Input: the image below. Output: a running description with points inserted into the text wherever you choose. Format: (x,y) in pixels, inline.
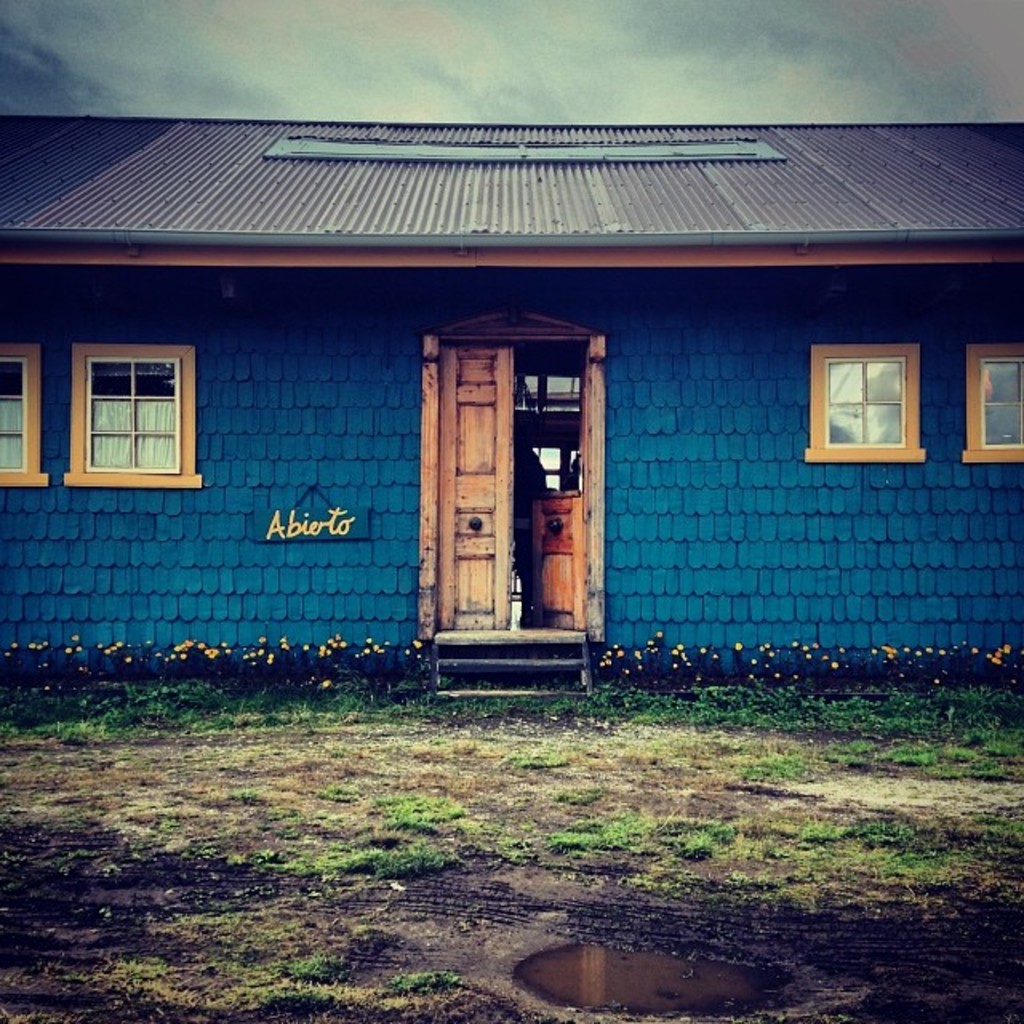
In this picture I can see a house (613,240) and few plants (368,673) with flowers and few Windows (149,450) and a door (478,510) and I can see water (652,978) on the ground (630,942) and a cloudy sky (113,49) and some text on the board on the left side of the wall (380,347).
